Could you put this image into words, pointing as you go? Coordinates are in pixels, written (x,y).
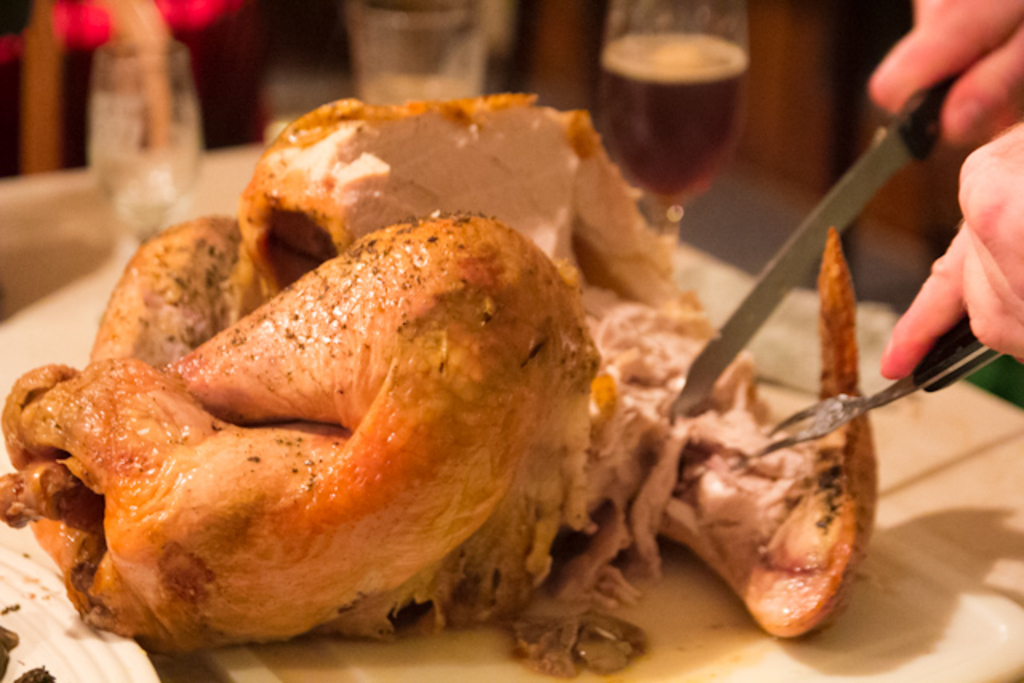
In this picture there is a grill chicken (504,577) on the white color plate (889,574). On the right side (925,48) there is a person hand (961,298) with a knife (721,338) and fork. Behind there is a wine glass (664,84) and a blur background (124,134).
